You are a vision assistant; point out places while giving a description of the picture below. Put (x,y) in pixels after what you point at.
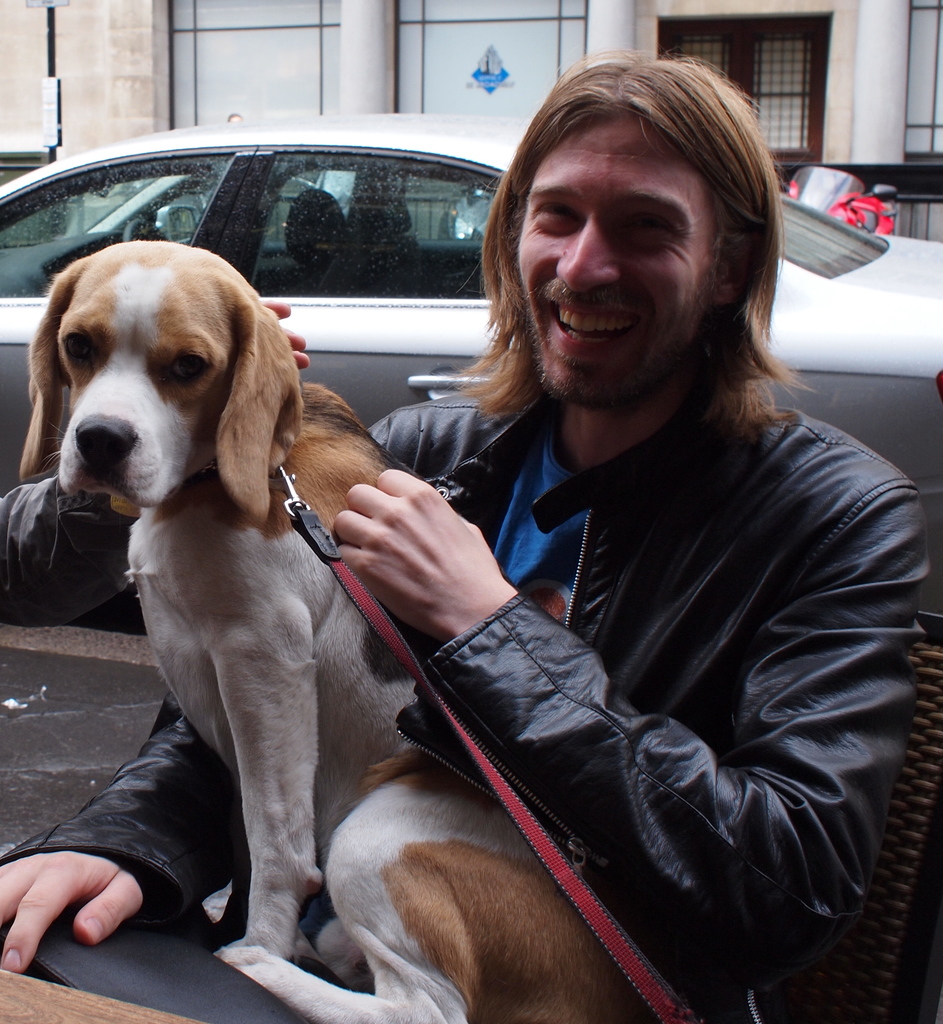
In this image I see a man (437,616) who is smiling and he kept his hand (427,505) on the dog (383,683). In the background (10,388) I see the car (3,462).
